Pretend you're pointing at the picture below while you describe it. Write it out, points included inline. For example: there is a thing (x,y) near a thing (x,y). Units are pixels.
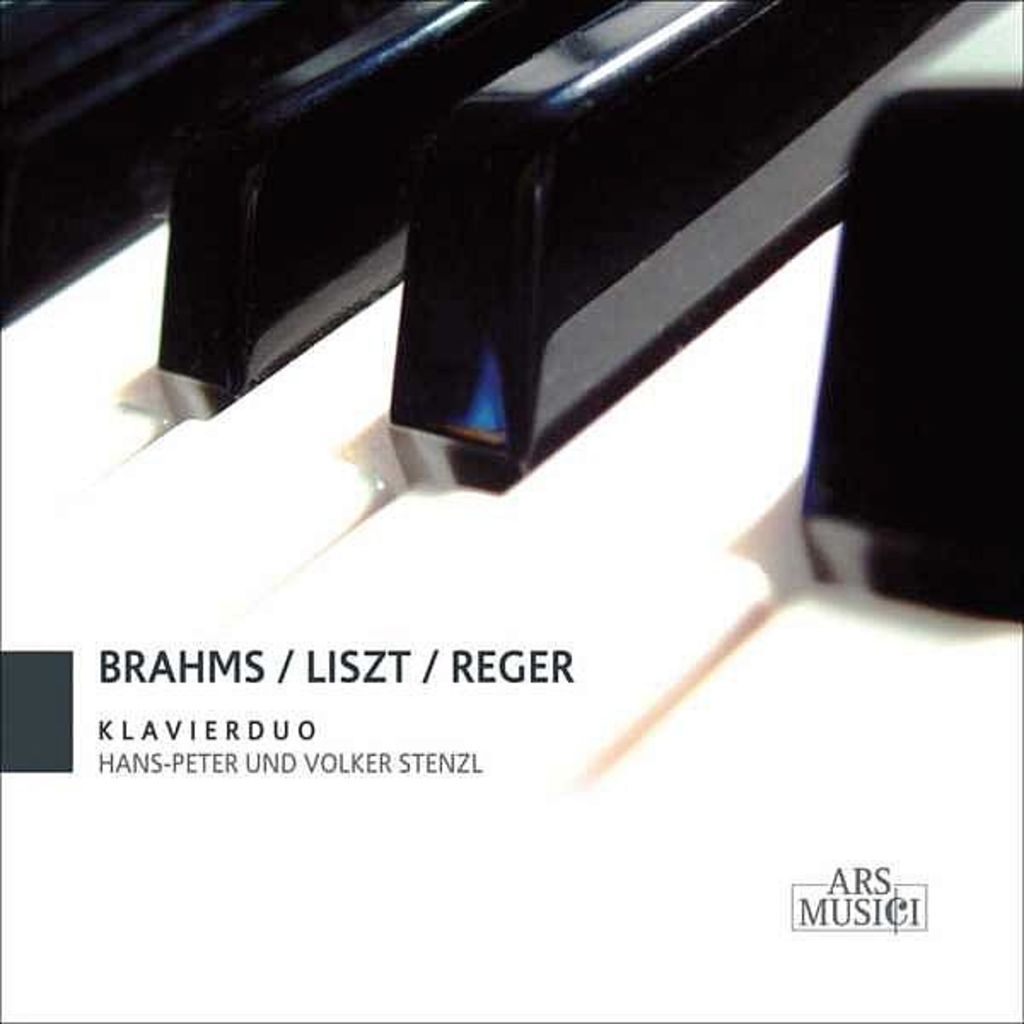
In this image we can see piano (459,612). On the left side of the image (168,685) there is text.
